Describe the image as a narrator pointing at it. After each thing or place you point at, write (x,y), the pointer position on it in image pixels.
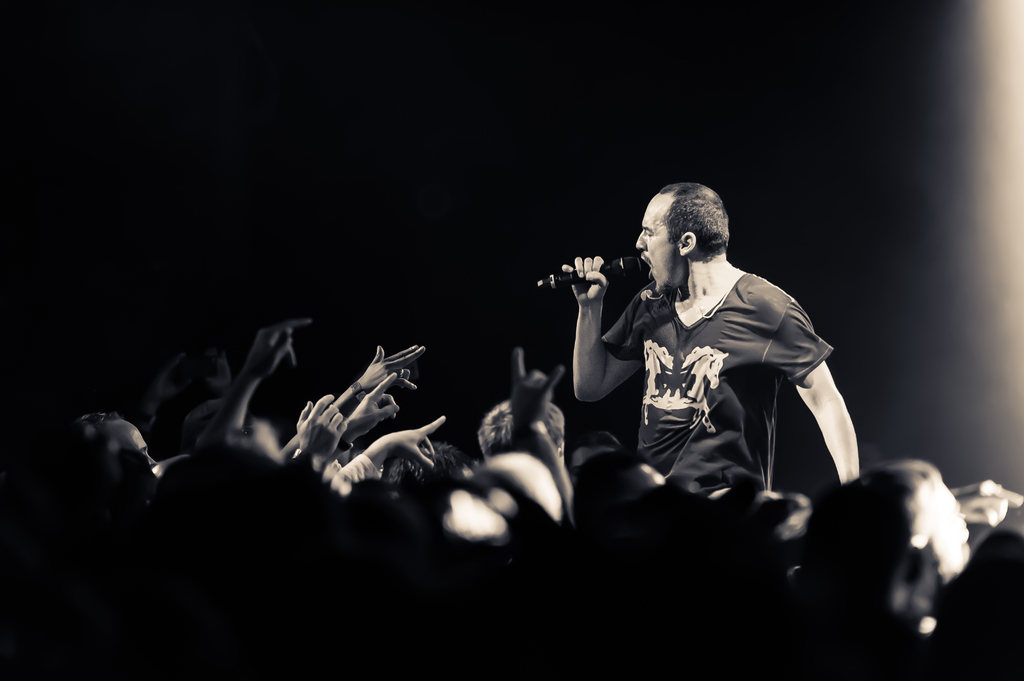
In there is a person (759,393) holding a mike (629,258). Bottom of the image (558,500) there are few persons (606,590).
